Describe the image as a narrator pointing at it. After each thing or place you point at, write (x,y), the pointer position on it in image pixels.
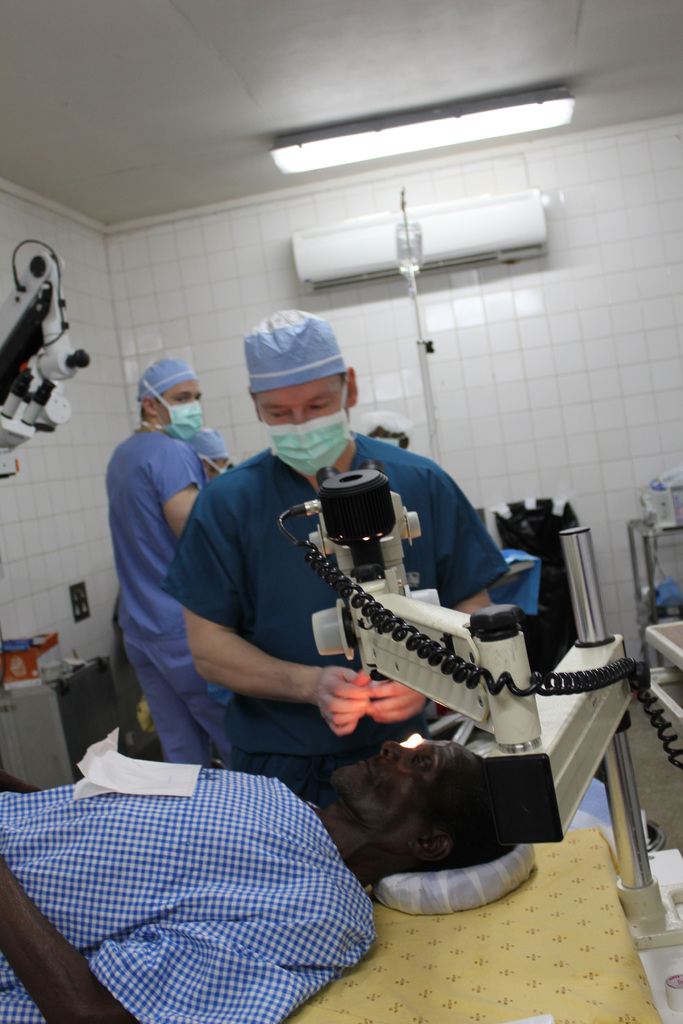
In this picture I can see at the bottom (269,924) a man (223,949) is lying on a bed (490,906), in the middle (325,399) there is a person (289,591), he is checking him with a machine (490,647). On the left side (165,388) there is another person (190,477), in the background (376,231) there is an air conditioner (538,222) on the wall (558,204). At the top (483,117) there is a light (464,113).
